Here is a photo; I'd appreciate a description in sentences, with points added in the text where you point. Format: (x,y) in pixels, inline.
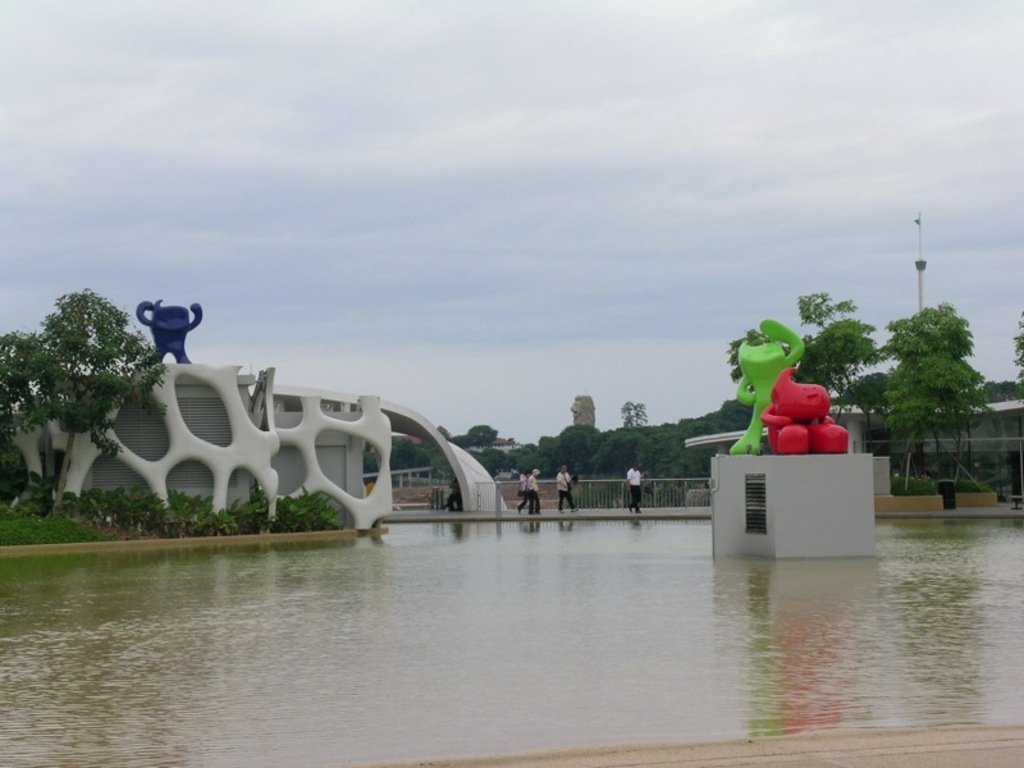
In this picture we can see statues (174,334), water (530,603), trees (25,409), fences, buildings (470,474), pole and a group of people (459,489) walking on a path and in the background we can see the sky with clouds (385,181).
